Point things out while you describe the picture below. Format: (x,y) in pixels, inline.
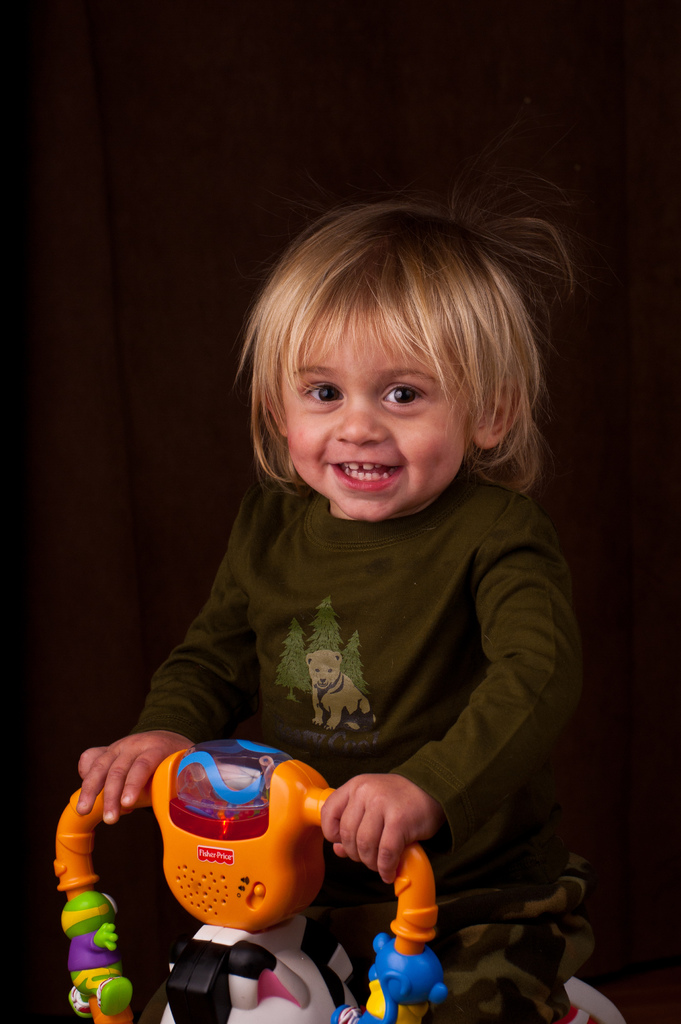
In the center of the image (388,434), we can see a kid (349,501) smiling and sitting on the toy ride (206,788). In the background (199,124), there is a wall (234,121).
